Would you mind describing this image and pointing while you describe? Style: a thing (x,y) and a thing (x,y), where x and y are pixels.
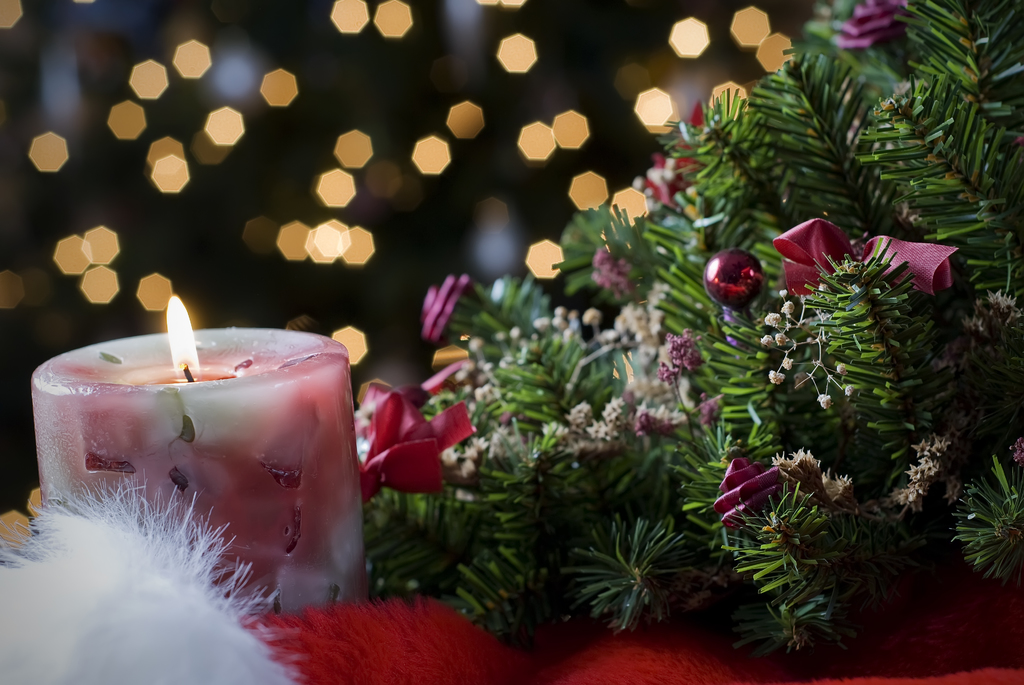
In this image there is a candle (251,344). Beside the candle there is a Christmas tree (690,387). In the background of the image (622,79) there are lights (339,144).
